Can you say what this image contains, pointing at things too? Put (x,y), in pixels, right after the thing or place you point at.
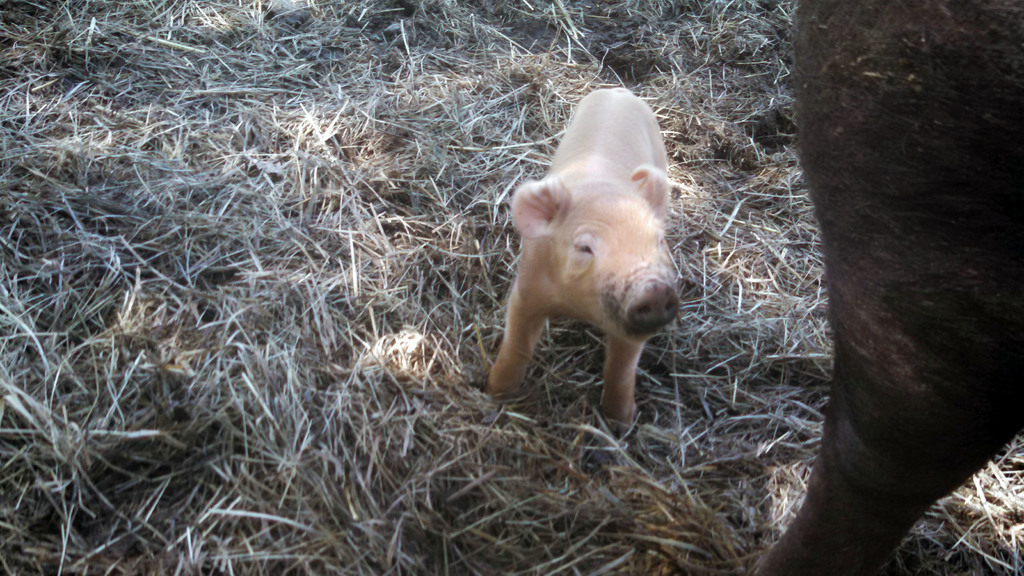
In this image there is a pig (605,288) on the ground (275,356). On the ground (275,356) there is dry grass (281,379). On the right side (852,328) there is a leg (873,394) of an animal (864,427).
